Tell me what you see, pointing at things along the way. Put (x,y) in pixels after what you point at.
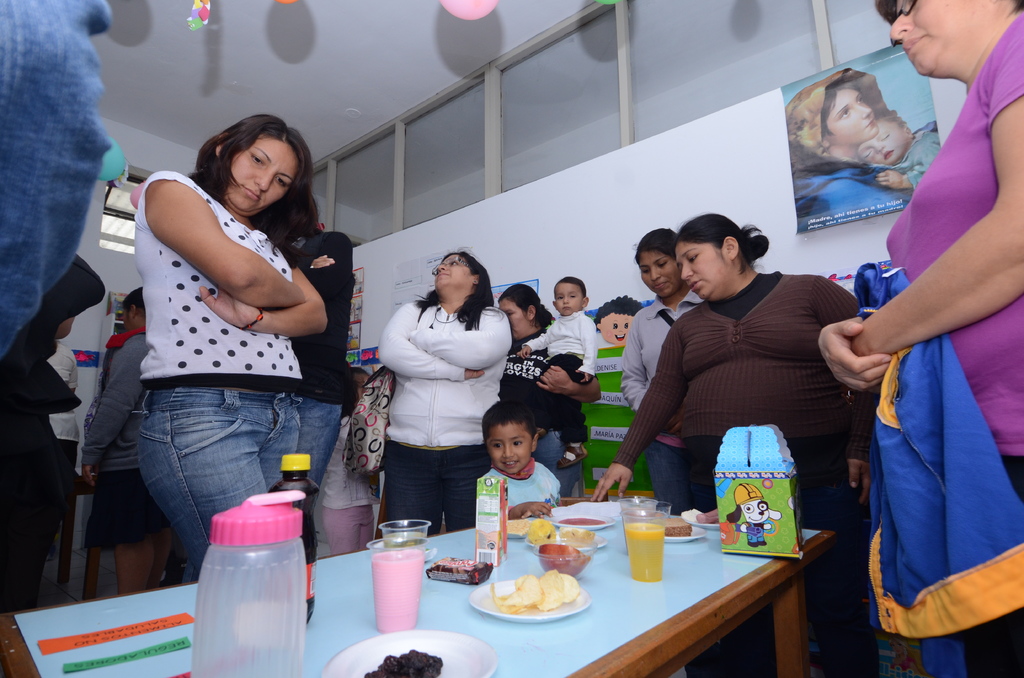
In this image we can see people (166,266) standing on the floor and a table (598,557) is placed in the middle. On the table (340,596) there are serving plates (578,526) with different kinds of food (525,592) in them, packed foods (480,542), disposal tumblers (404,567) with beverages (404,564) in them, disposal bottles (291,595) and some stationery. In addition to this we can see decors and papers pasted on the walls (365,304).
